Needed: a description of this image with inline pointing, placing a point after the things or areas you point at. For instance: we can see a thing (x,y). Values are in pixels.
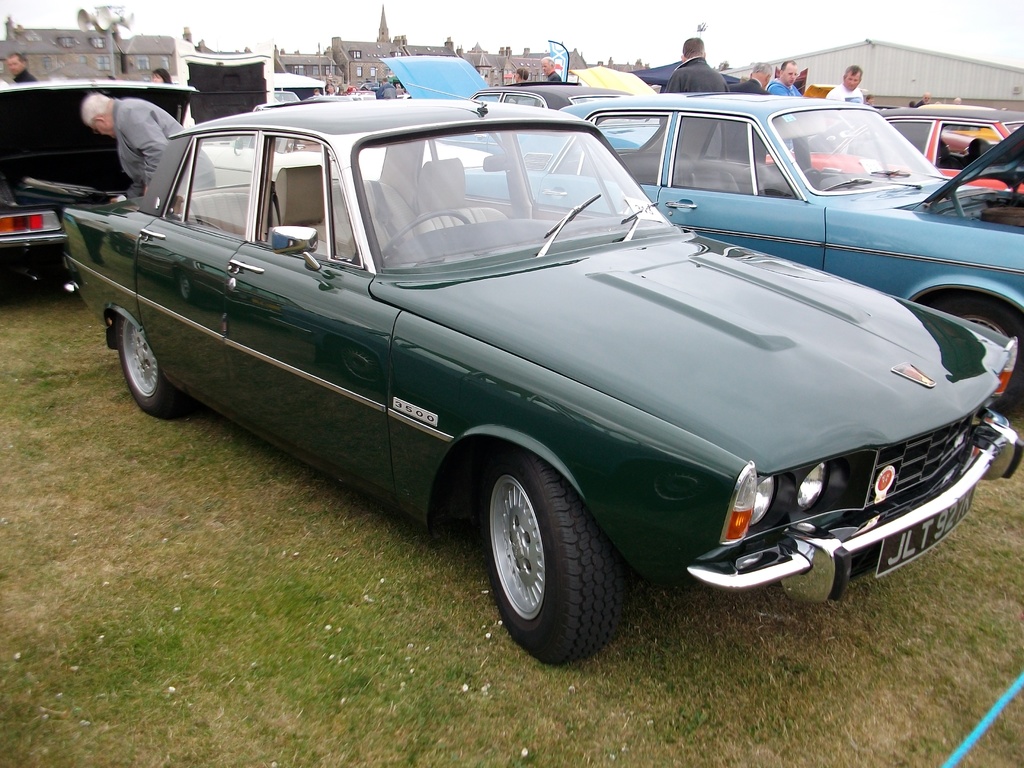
In this image we can see motor vehicles (555,285) on the ground (269,523), persons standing on the ground (262,447), speakers (103,25) attached to a pole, buildings (374,44), shed (858,63) and sky (859,29).
